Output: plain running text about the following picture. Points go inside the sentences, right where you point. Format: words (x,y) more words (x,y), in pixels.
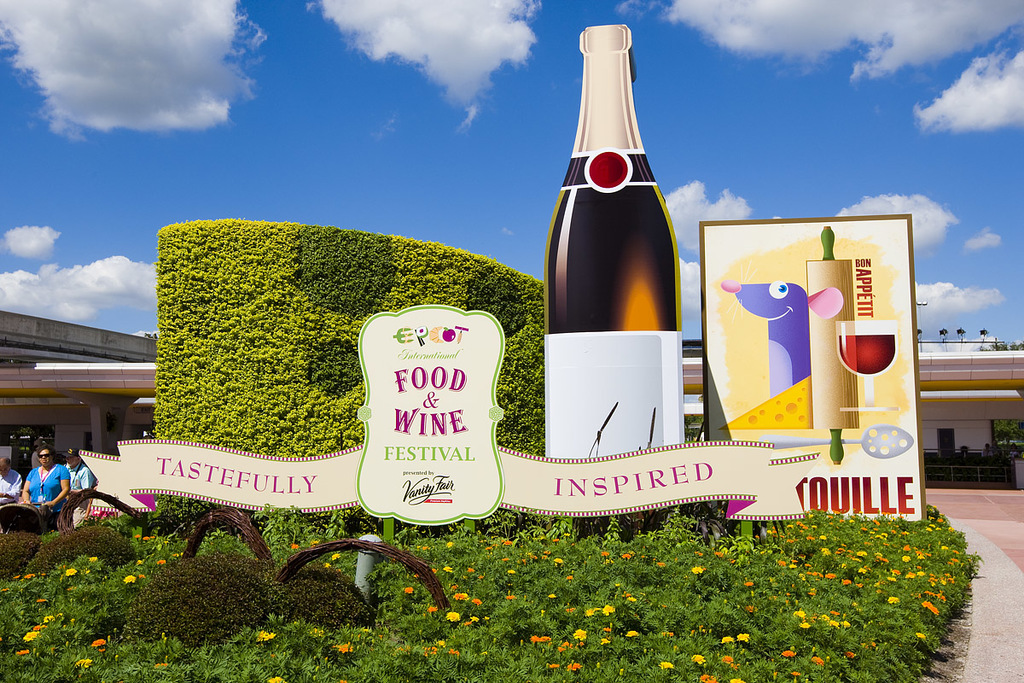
In this picture we can see paper (511,459), cardboard (503,336) of some text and images (803,417) of a bottle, glass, cartoons (803,342), etc. kept on the grass (863,574) surrounded by greenery (271,360). In the background (25,413), we can see a place (152,370) and people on the ground (994,511). The sky (352,60) is blue.
